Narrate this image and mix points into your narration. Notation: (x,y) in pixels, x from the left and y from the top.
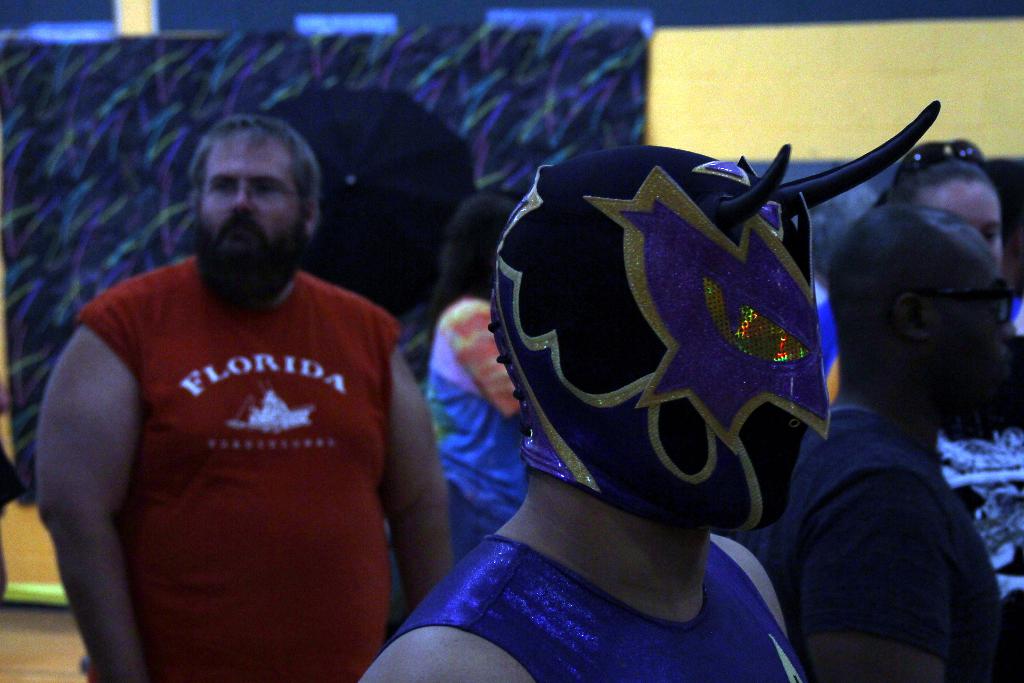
This picture describes about group of people (578,368), in the middle of the image (657,348) we can see a person (554,399), and the person (576,350) wore a mask (622,313).
